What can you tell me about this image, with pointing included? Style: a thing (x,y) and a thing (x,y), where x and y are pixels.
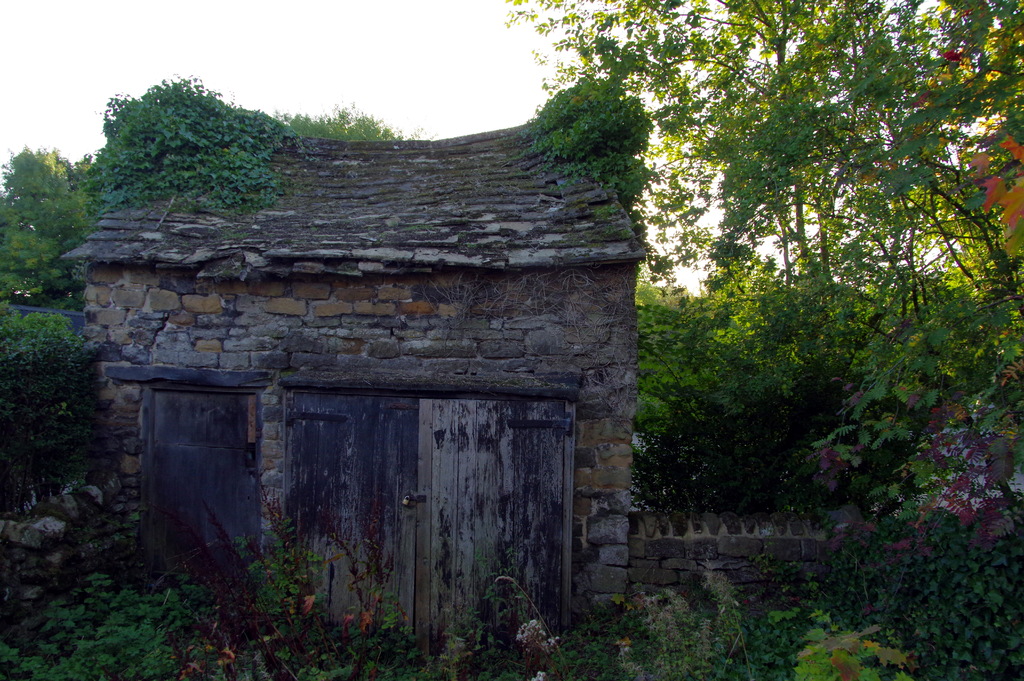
There is a house (352,374) in the middle of this image (424,446), and there are some trees (772,491) in the background (792,491). There is a sky (299,52) at the top of this image (301,56).
